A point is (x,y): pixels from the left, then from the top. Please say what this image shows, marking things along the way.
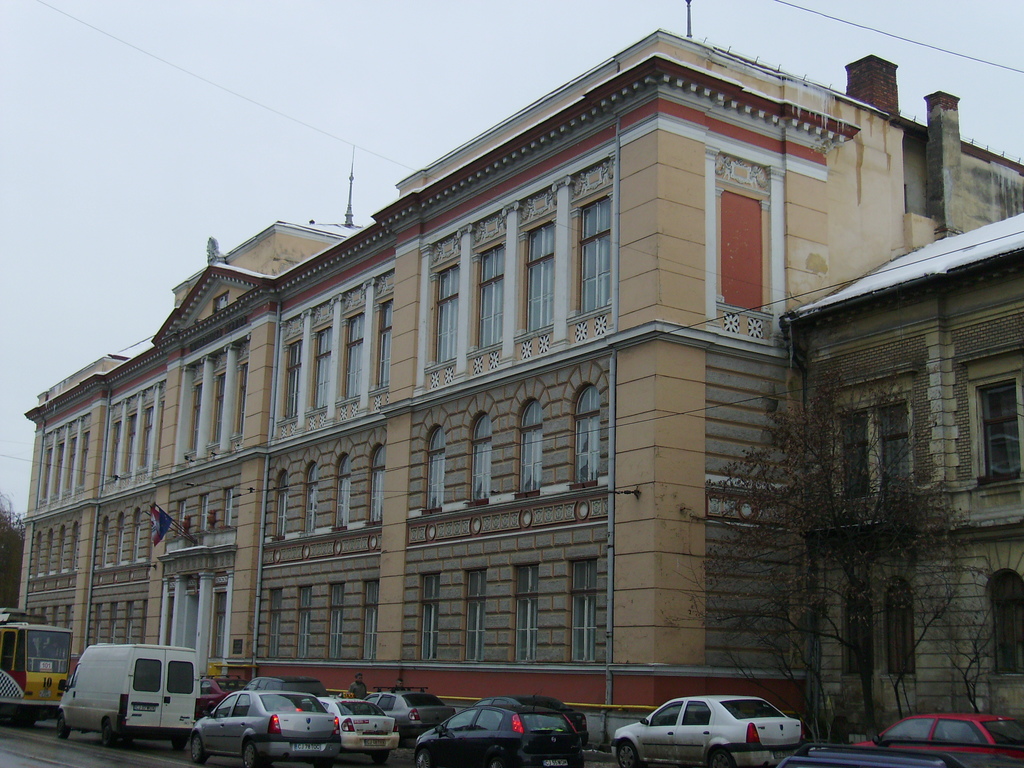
Here we can see vehicles (277,704) on the road (84,753). In the background (501,489) there are buildings (114,535), windows (360,346), flag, trees (16,534), poles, wires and sky (341,28).
